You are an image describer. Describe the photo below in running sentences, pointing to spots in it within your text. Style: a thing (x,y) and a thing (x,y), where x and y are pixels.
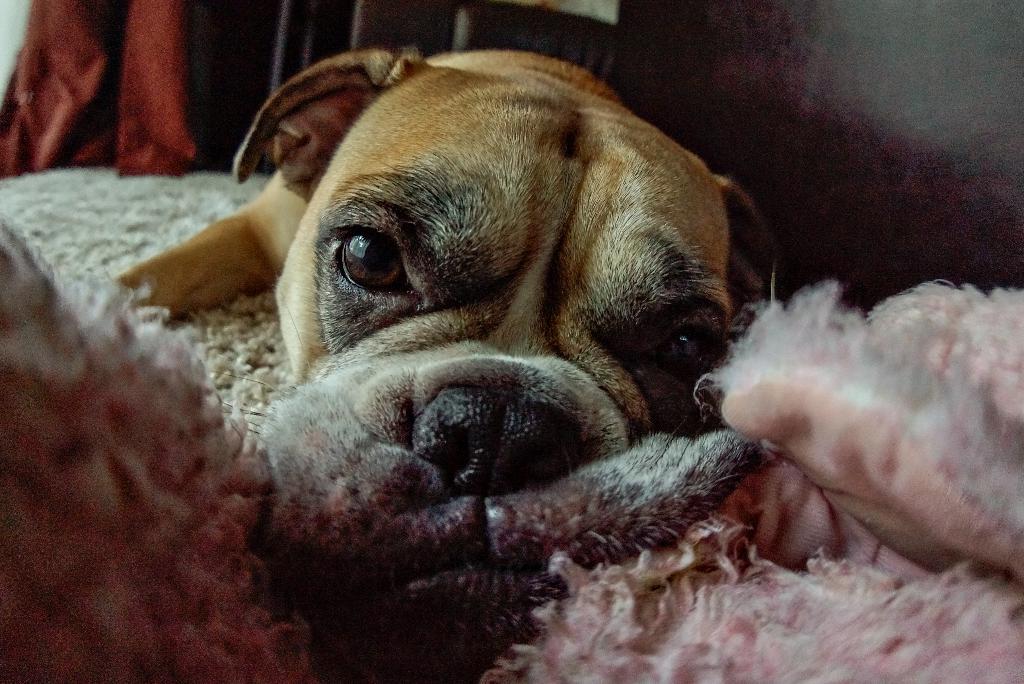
In this image we can see a dog (408,274). At the bottom (156,609) there is a mat (249,623). In the background (118,84) there is a curtain (71,48).
